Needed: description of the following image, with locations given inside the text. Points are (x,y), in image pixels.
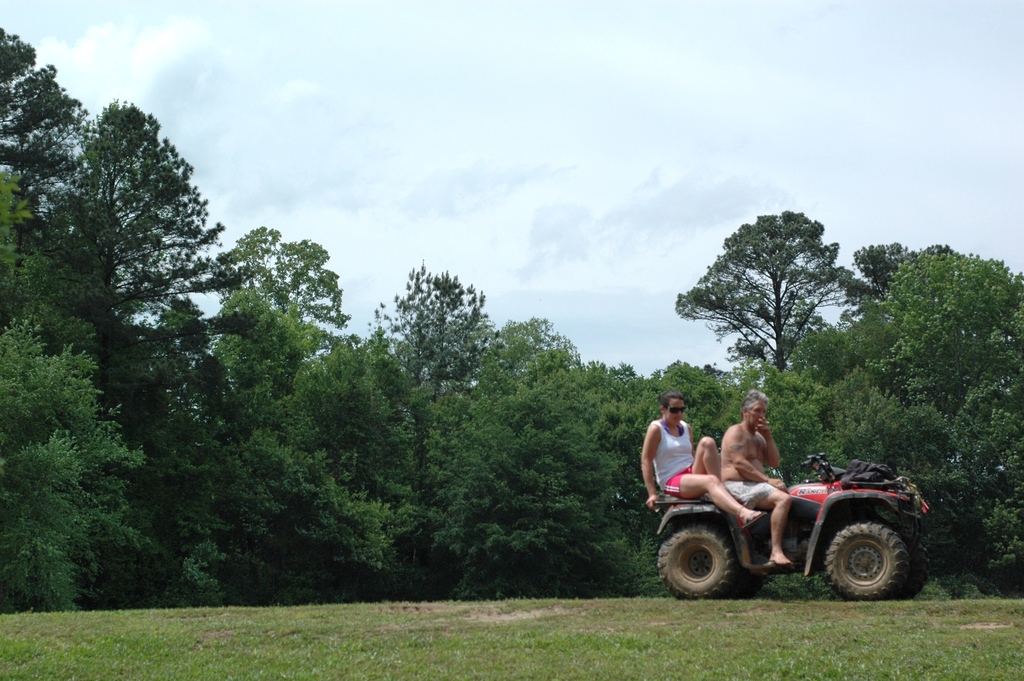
There are people (734,434) on a vehicle (843,522) in the foreground area of the image (704,438), there are trees (557,353) and the sky (519,206) in the background (427,118).
